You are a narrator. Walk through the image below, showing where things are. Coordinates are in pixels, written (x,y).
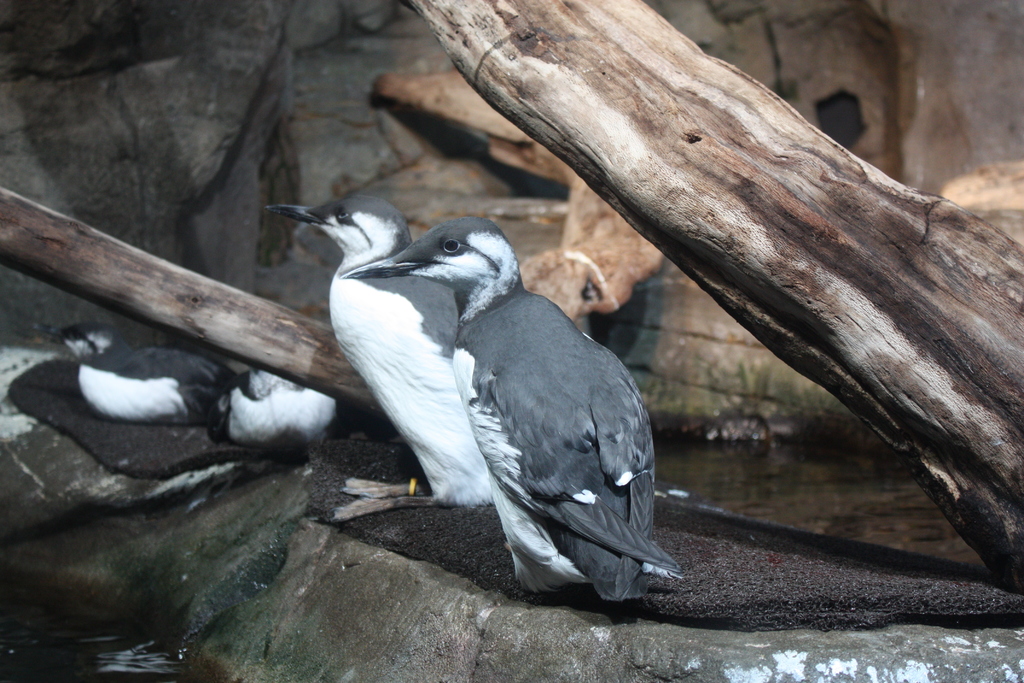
In the foreground of the picture (731,159) there are wooden logs (21,225), mats (836,577) and birds (565,390) which are looking like ducks (100,378). On the left (100,659) there is water (103,647). In the background (237,66) it is wall (781,40).
